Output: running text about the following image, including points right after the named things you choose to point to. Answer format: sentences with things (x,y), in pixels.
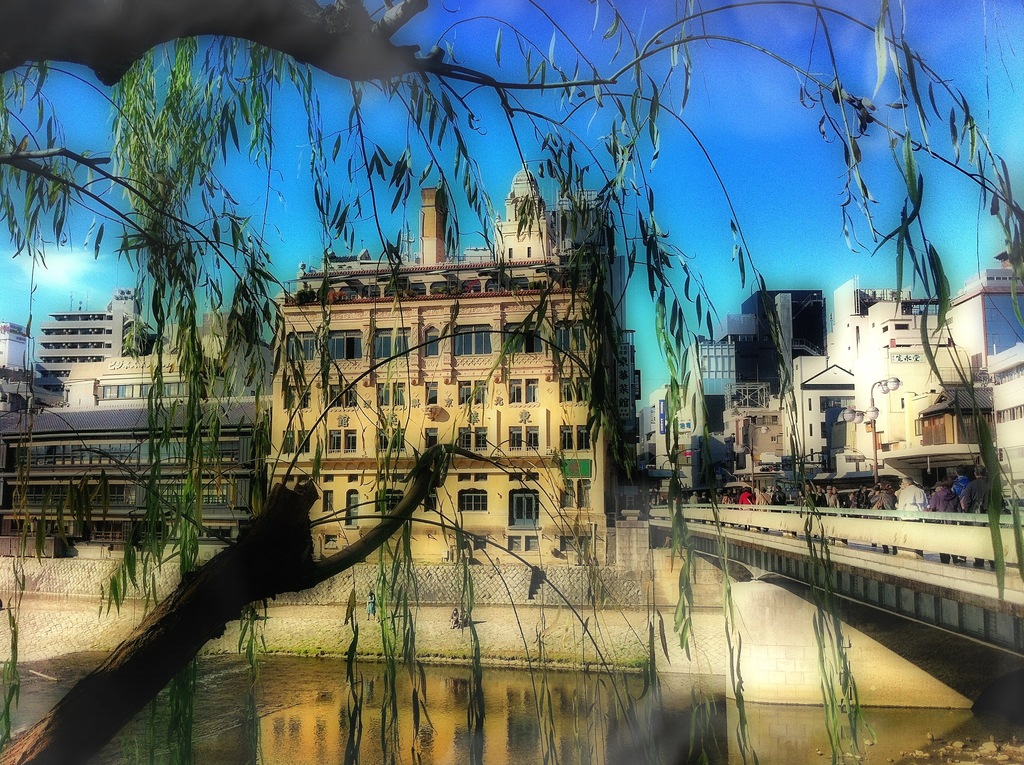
In this an edited image. In this image we can see a group of buildings (492,406) and a water body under a bridge (846,541). We can also see a group of people (950,507) standing on the bridge (924,588), a tree (824,589), some people (456,611) standing on the ground (459,629) and the sky (705,285) which looks cloudy.
